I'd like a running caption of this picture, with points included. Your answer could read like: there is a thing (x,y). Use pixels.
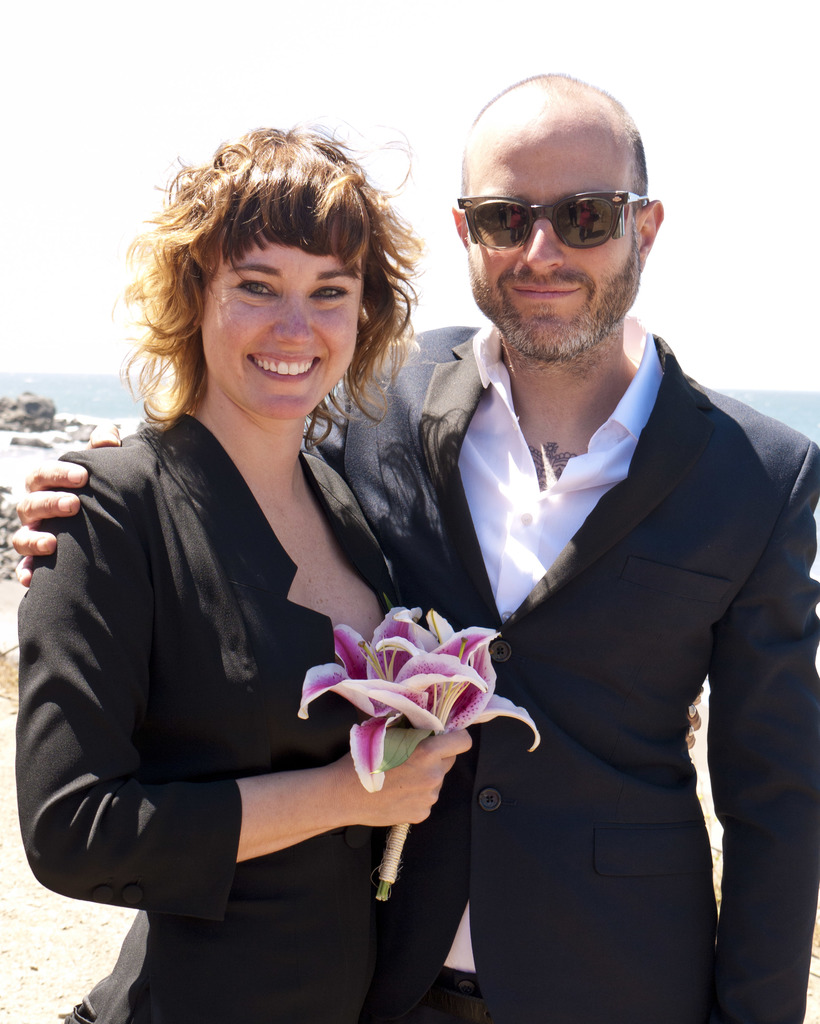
In this picture I can see in the middle (354,572) a woman (258,695) is standing by holding the flowers (420,738), on the right side (754,595) a man (578,724) is standing and wearing the black color coat (583,654).
